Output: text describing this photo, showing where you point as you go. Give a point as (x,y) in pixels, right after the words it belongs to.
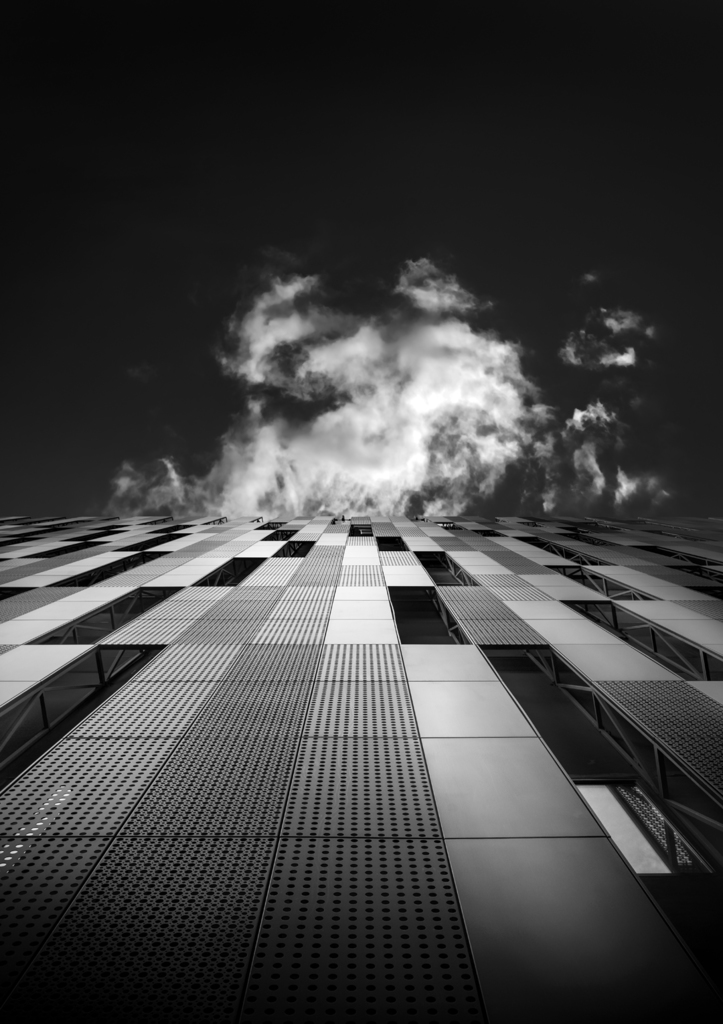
In this picture we can see clouds (429,486) and metal rods (570,695) and it is looks like a building (373,768), it is a black and white photography.
